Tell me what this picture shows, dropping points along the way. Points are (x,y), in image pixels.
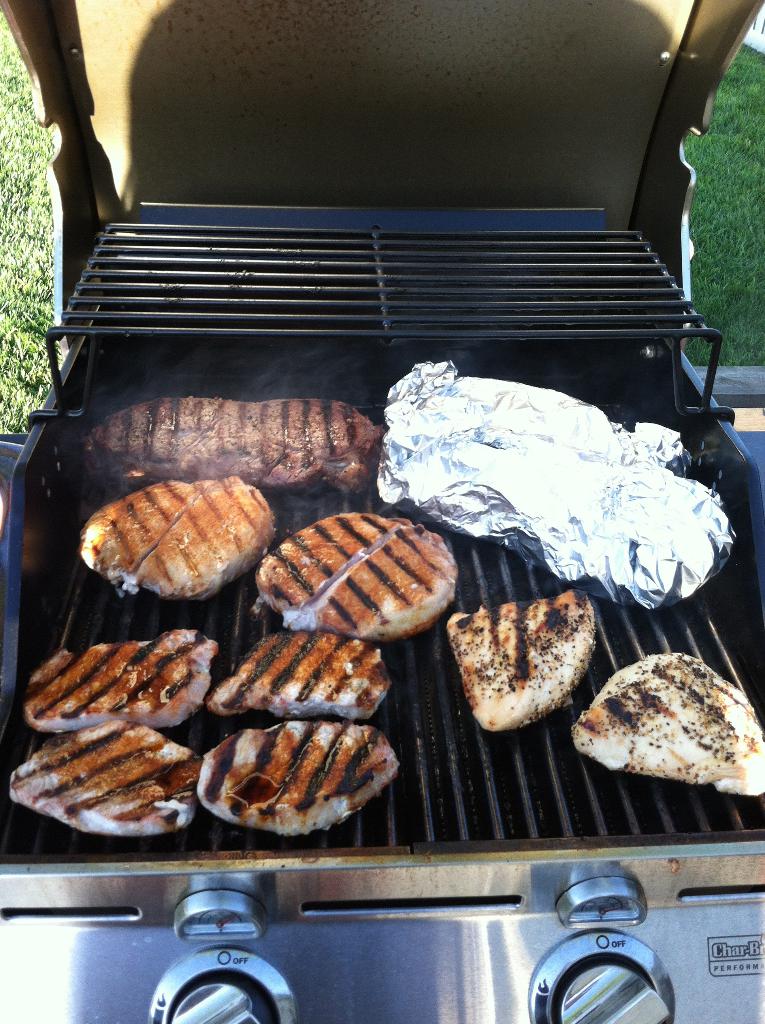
In this image there is a grill (416,798) on which there are meat pieces (359,616). At the bottom (216,1022) there are two buttons (573,955). In the background (717,226) there is grass (719,251). It seems like a stove (299,527) which is opened.
